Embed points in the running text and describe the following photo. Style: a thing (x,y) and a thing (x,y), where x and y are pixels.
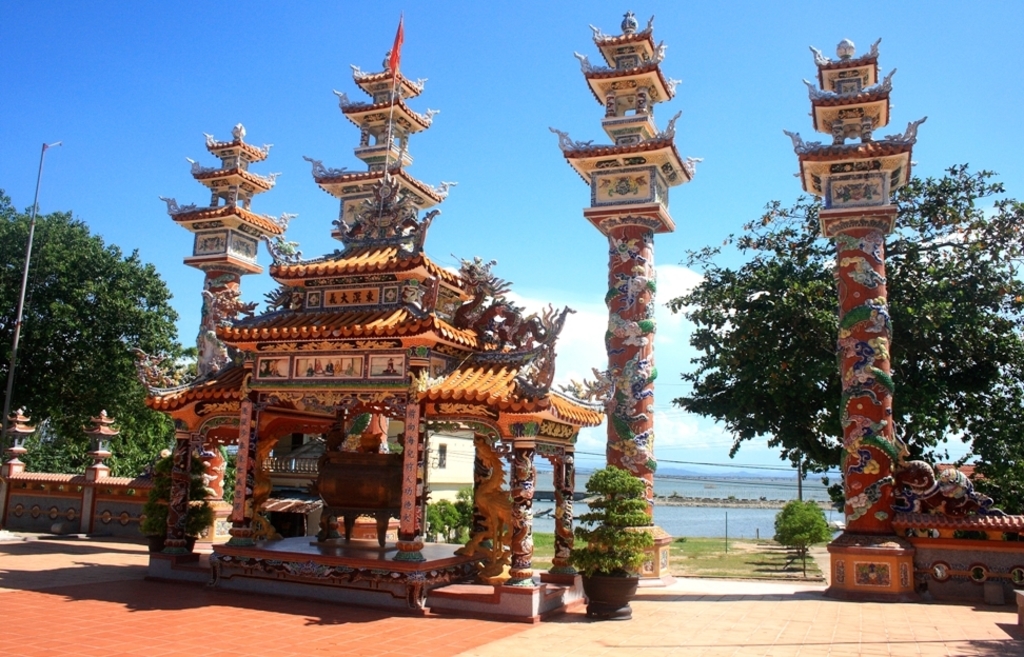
In the center of the image (442,340) there is a temple (271,333). In the background of the image (512,297) there is sky (511,273) and water (754,486). To the both sides of the image there are trees (732,400). At the bottom of the image (271,622) there is floor (226,624).
